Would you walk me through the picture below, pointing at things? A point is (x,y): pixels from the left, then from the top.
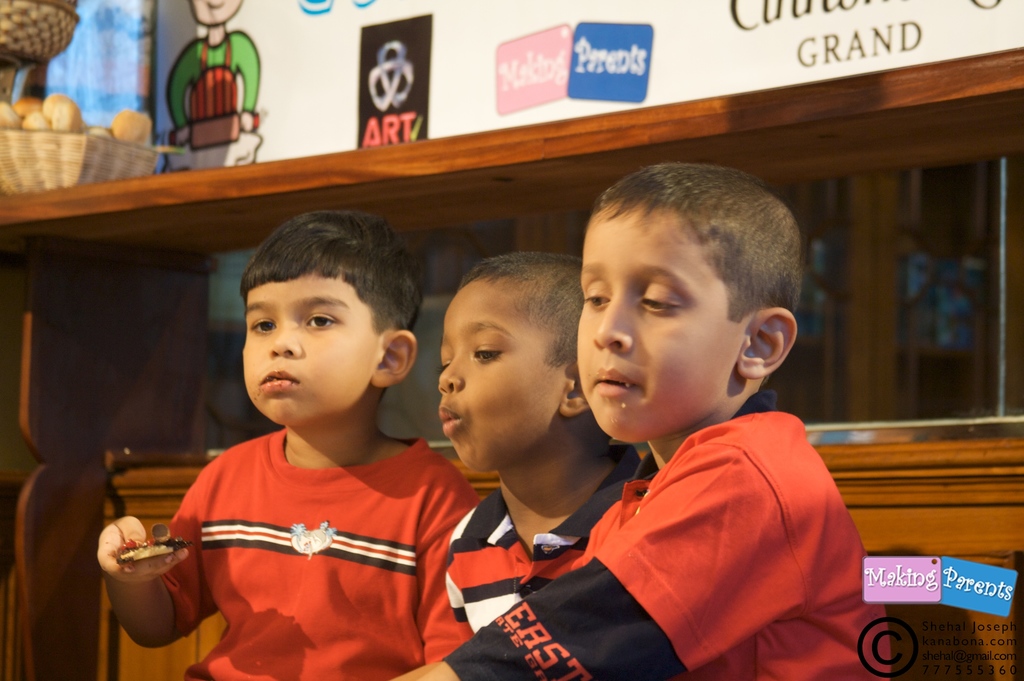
In this image I can see 3 boys (539,440) are there, they wore red color t-shirts (630,543). Behind them there is the glass wall (861,292), at the top (220,119) there is the board (261,85) in white color.
